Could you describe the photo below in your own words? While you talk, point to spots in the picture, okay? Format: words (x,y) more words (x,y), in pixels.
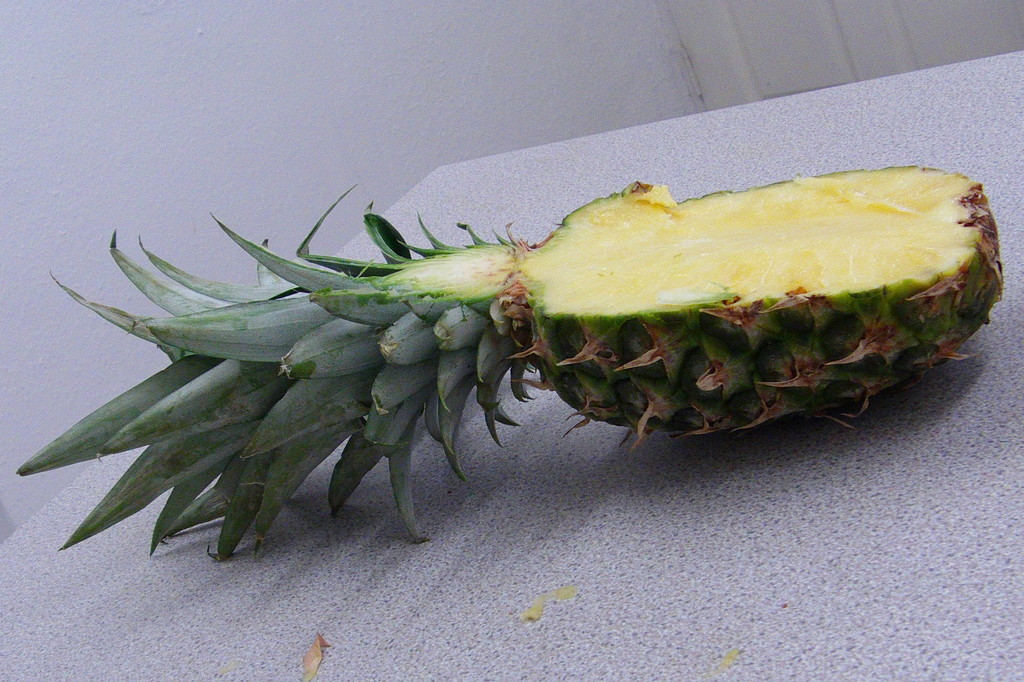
In this image we can see a pineapple (657,330) on the table (85,652), also we can see the wall (380,40).
